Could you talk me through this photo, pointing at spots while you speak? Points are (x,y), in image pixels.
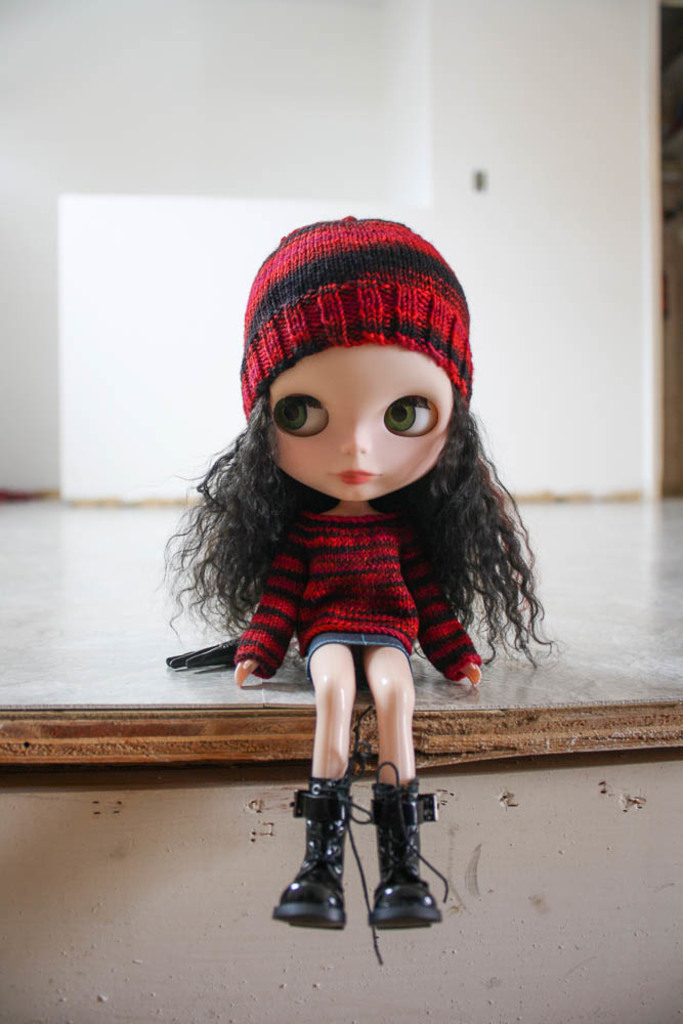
In this picture we can observe a toy (335,571), placed on the white color desk (557,655). We can observe red color dress (346,569) and a cap (323,288) on the toys head (350,298). In the background (248,177) there is a wall (175,202) which is in white color.
